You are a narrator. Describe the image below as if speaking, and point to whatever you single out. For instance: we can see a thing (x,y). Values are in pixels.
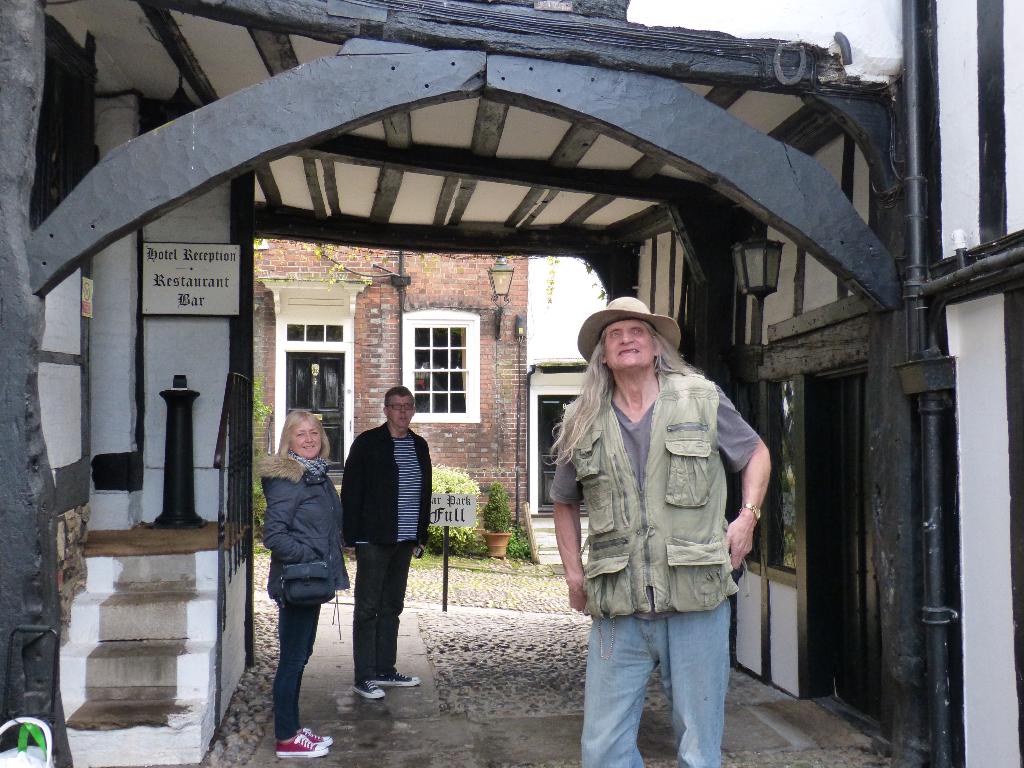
In this image there are three person (579,451) who are standing on the floor (512,641) under the ceiling (448,201). In the foreground (458,72) there is an arch (737,132). In the background (402,326) there is a building (458,289) with the windows (421,341) and a door (339,355). In front of the building (339,355) there are plant pots (505,502). On the left side (95,699) there are steps (113,644). There is a board (213,268) attached to the wall (163,332) on the left side (176,278). On the right side (751,268) there is a light (754,286) at the top (779,255). Below the light (764,274) there are doors (808,555).
